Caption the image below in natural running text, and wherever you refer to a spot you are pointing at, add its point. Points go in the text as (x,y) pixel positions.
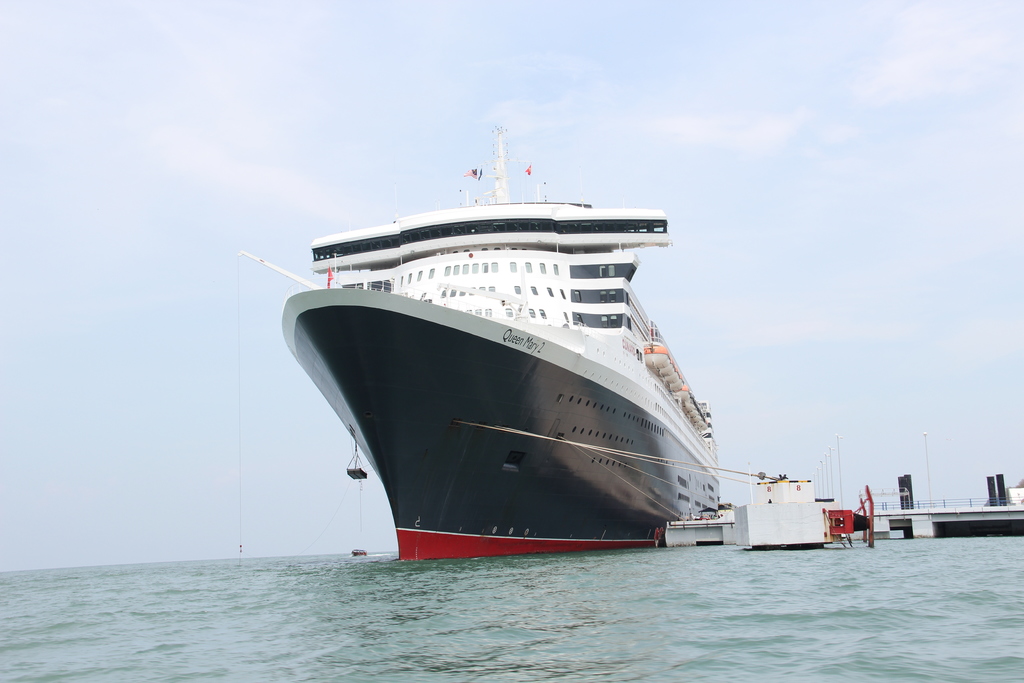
In this picture we can see ship (600,240) and boats (364,553) above the water (444,617) and we can see platform (1009,532), fence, poles (870,498) and flag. In the background of the image (642,272) we can see the sky (904,191) with clouds (795,306).
